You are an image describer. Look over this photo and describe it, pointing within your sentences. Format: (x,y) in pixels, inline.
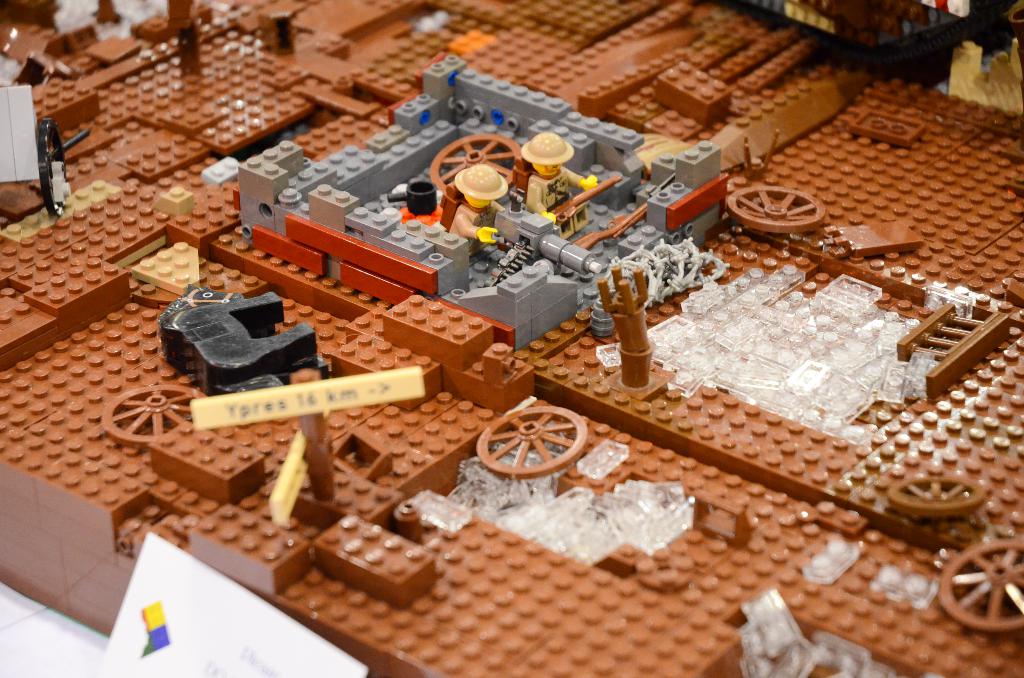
In this picture we can observe toys (350,253) which were building blocks (243,174). There are two toys (553,200) in which one of the toys (486,220) is in front of a gun (532,248). There are many colors of blocks (491,348). Some are brown, white and grey color. We can observe cream color board (311,394) here.
